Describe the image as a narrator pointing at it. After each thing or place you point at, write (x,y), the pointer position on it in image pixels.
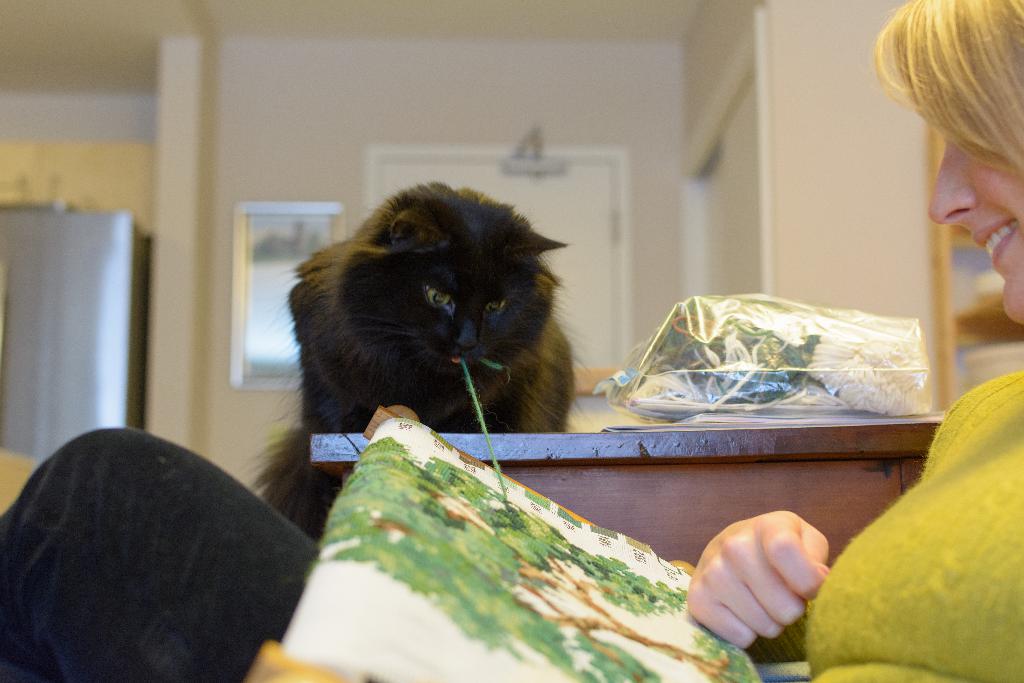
In this picture there is a black cat (505,383) were sitting on the table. Beside the cat (511,351) I can see some cloth (764,360) in a plastic cover (629,387). On the right (956,425) there is a woman (956,425) who is wearing t-shirt (956,425) and trouser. She is holding the cloth (619,627) and she is smiling. In the back (270,268) I can see the mirror (263,252) near to the door (569,257).
